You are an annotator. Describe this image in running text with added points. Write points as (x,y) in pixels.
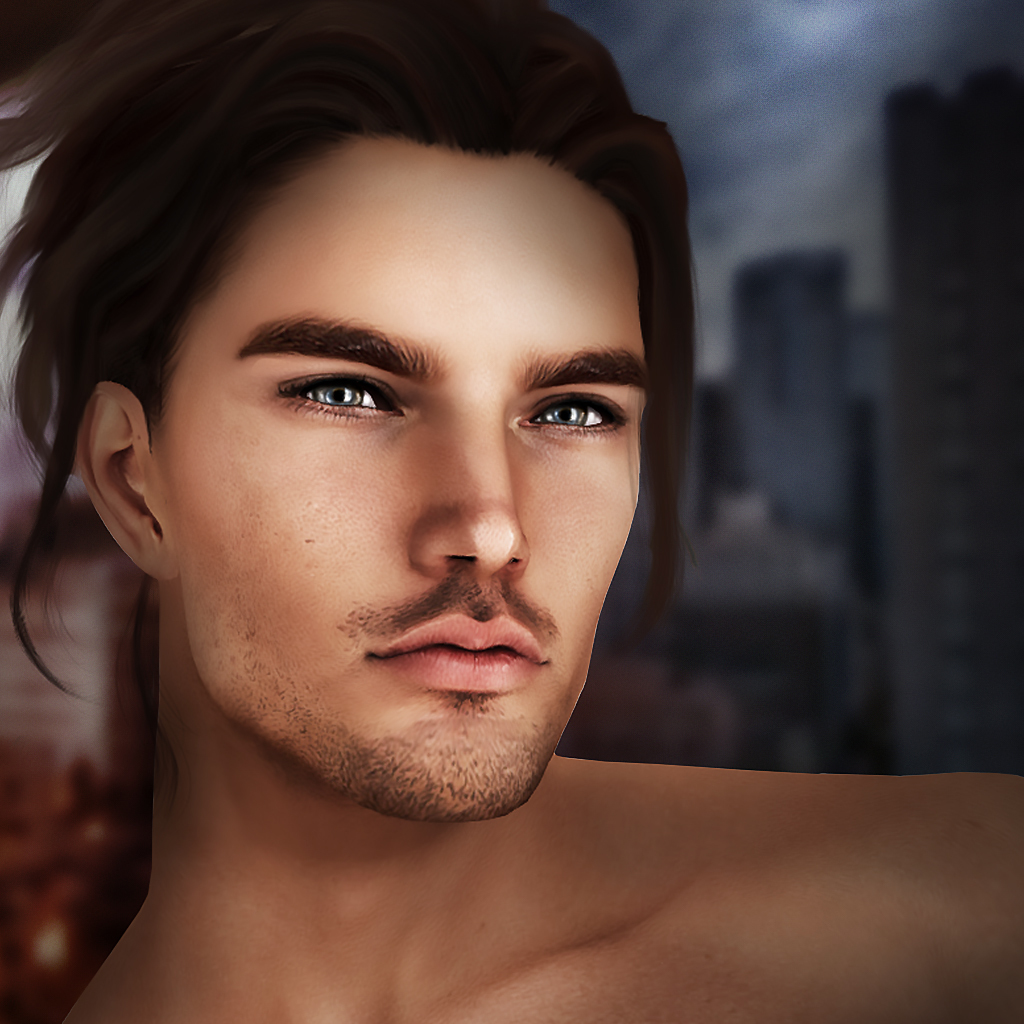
In this image in the foreground (450,434) there is one person (448,274), and in the background (783,258) there are some buildings (830,460).
